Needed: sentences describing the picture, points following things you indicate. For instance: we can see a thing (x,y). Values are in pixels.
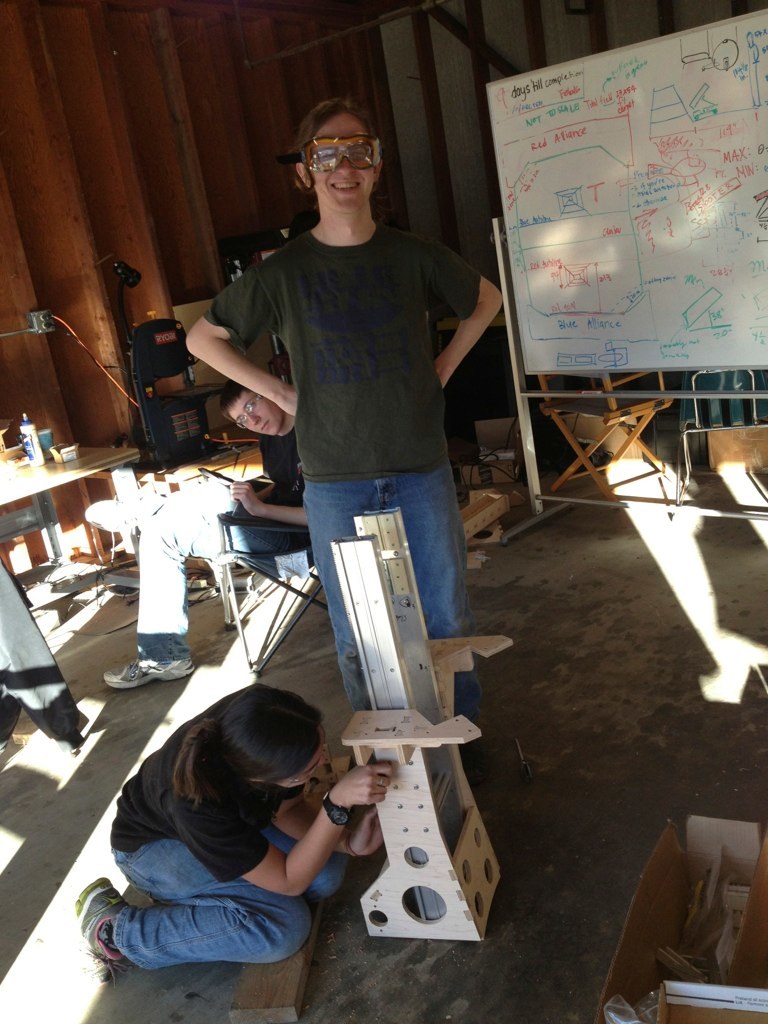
In this image, we can see persons (266,501) wearing clothes (244,843). There is an object (406,582) in the middle of the image (366,579). There is a table (52,489) on the left side of the image (40,483). There is a board (695,332) on the right side of the image (681,294). There is a box (691,936) in the bottom right of the image (706,997).
